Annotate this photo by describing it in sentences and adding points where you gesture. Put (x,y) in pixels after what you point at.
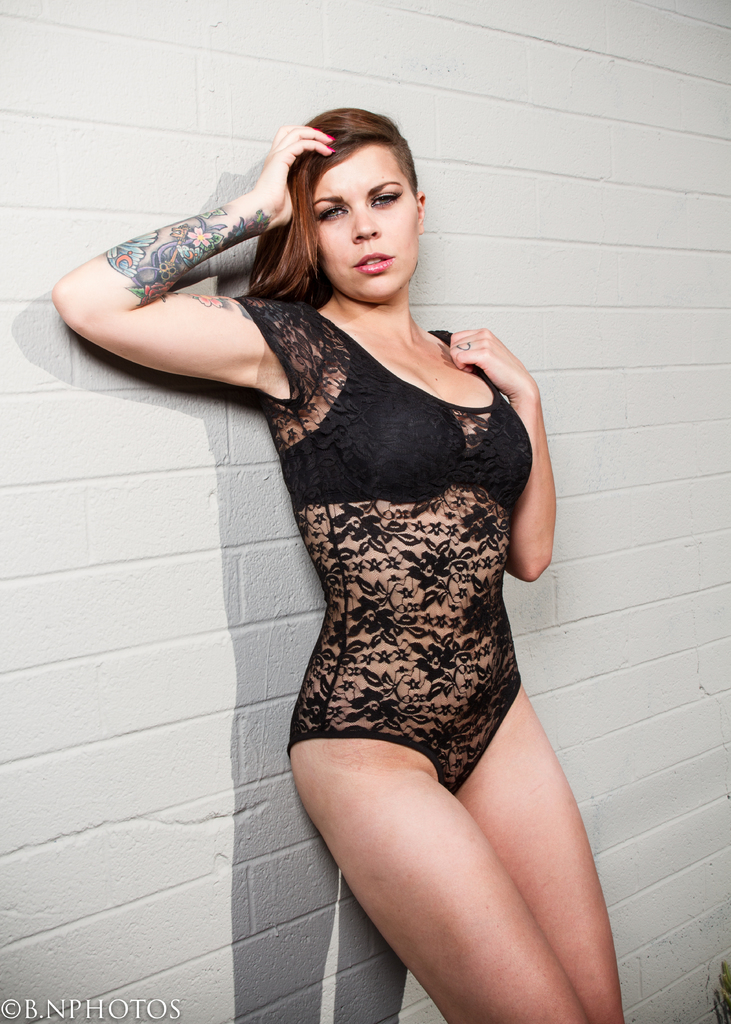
There is a woman (332,652) standing, behind this woman (346,702) we can see wall (210,669). In the bottom left of the image (156,1009) we can see water mark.
